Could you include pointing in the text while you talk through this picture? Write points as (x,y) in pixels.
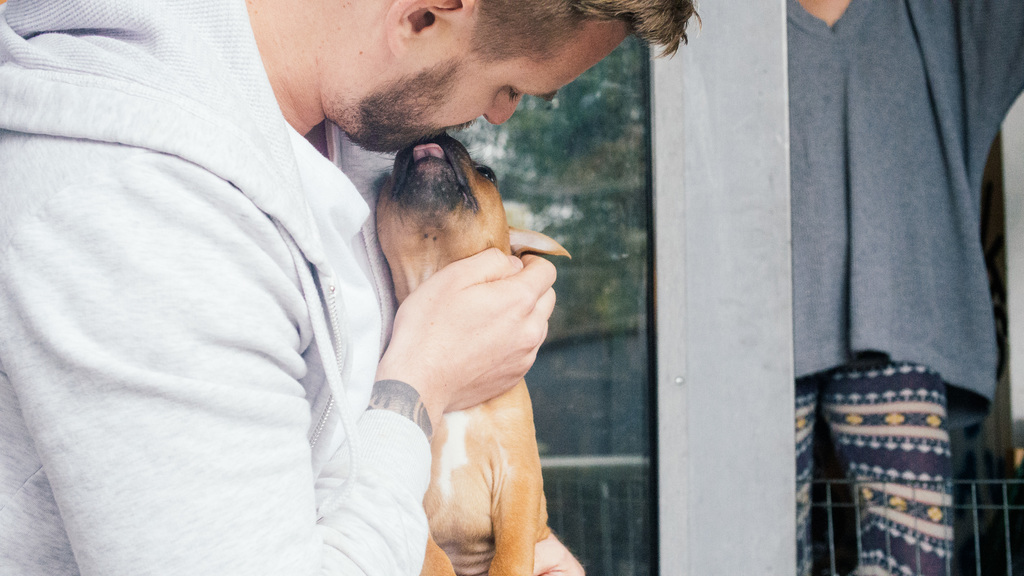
In this image on the left (258,211) there is a man (244,397) he wear white jacket (226,345) he is holding a dog (460,206). On the right (860,295) there is a person (881,270).
